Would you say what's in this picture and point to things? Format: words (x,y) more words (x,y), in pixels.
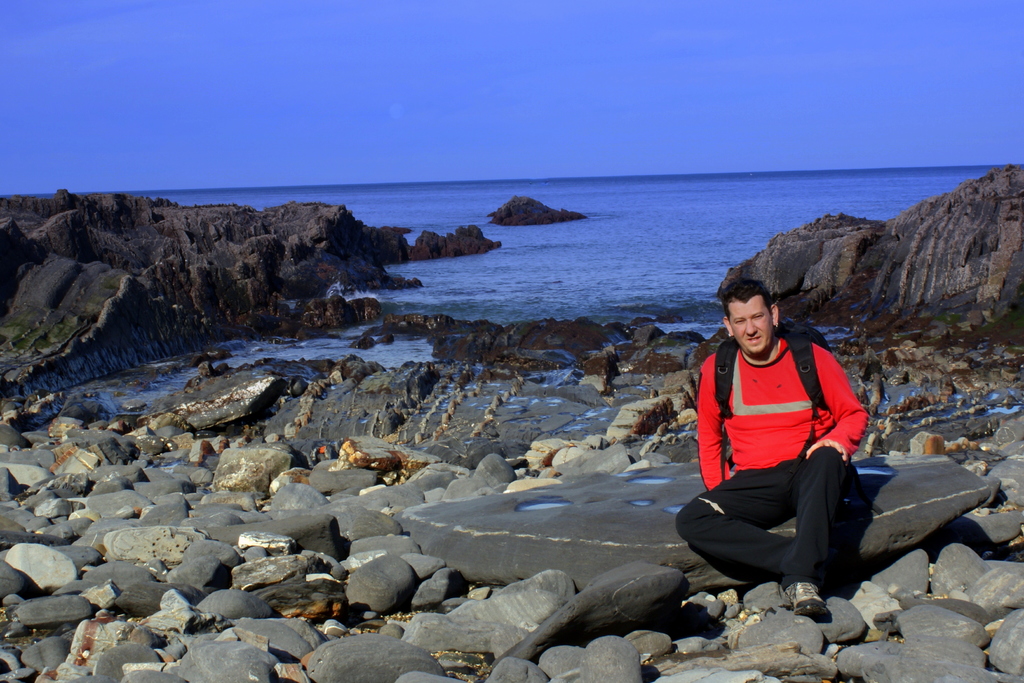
In this image in the front (387,556) there are stones (611,524). In the center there is a man (784,439) sitting wearing a bag (799,368) which is black in colour. In the background (688,231) there is an ocean (701,224).
